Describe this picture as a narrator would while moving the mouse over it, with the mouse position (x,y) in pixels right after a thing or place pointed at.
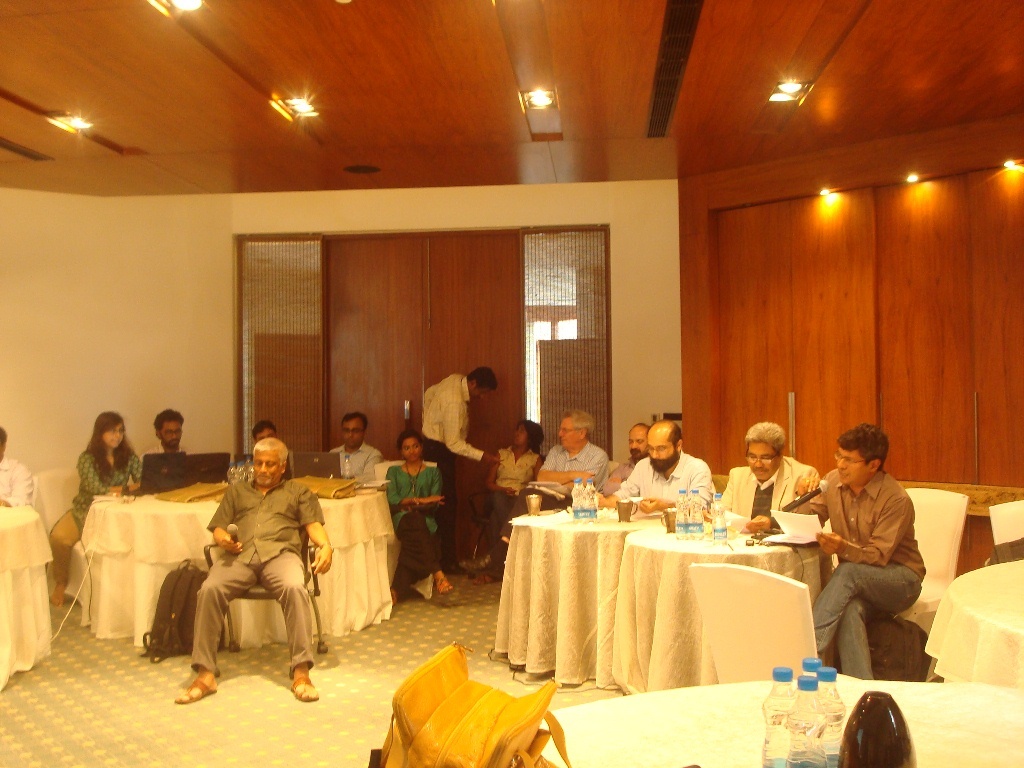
In this image we can see tables (637,593) covered with white clothes (981,612) and people (891,539) are sitting on the chairs (304,542) and on the table (556,511) bottles (684,494) are present. Bottom of the image (473,717) one yellow color bag (524,729) is there on the chair (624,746). The walls (882,253) and roof (519,105) are in white and brown color.
